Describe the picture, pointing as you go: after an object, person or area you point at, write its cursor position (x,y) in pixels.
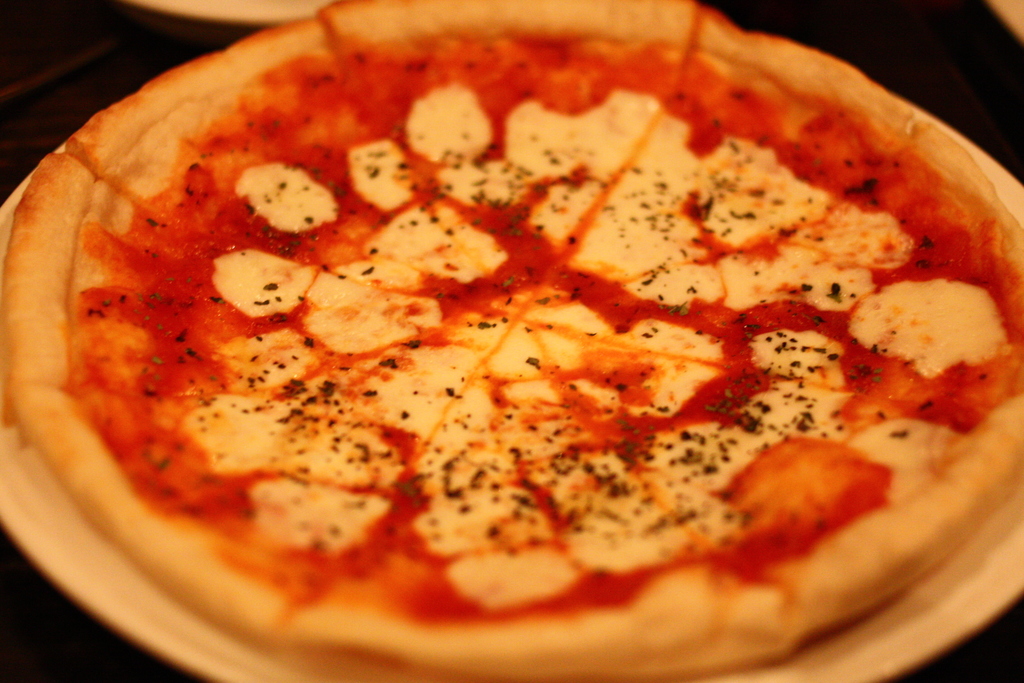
In this picture we can see a plate (41,524) in the front (24,473), there is pizza (435,380) present in this plate (47,537), we can see a dark background (933,60).
